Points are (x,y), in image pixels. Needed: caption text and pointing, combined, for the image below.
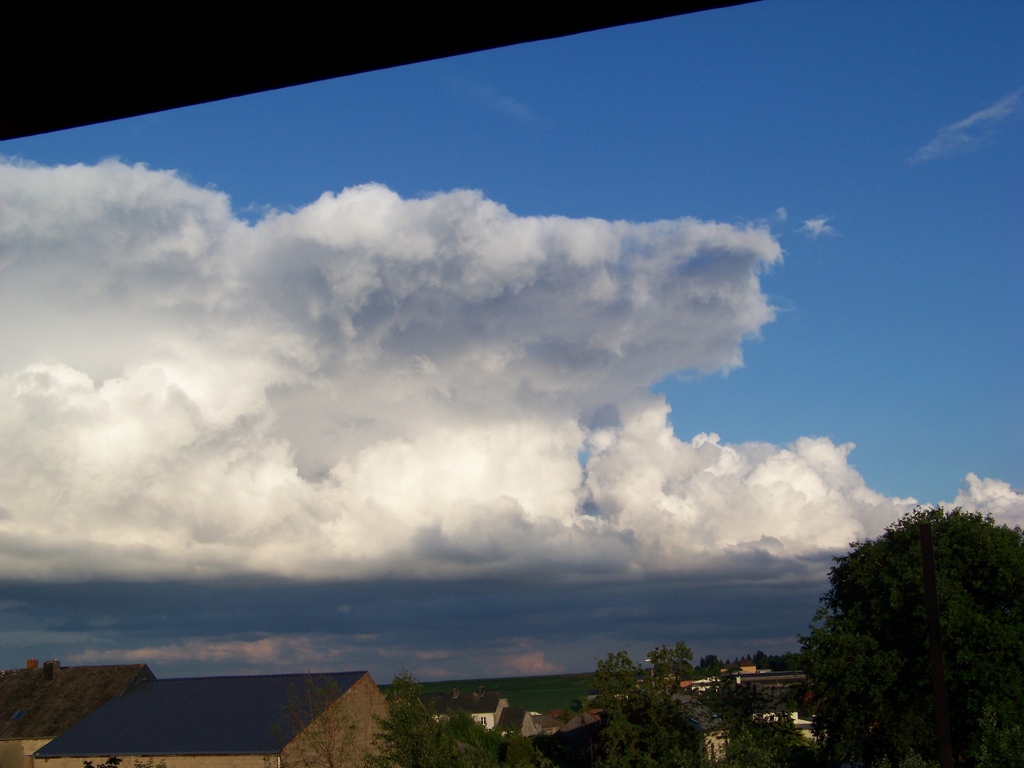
In this picture I can observe trees (400,723) and houses (159,697). In the background (309,558) there is a sky (423,578) with some clouds (362,435).
